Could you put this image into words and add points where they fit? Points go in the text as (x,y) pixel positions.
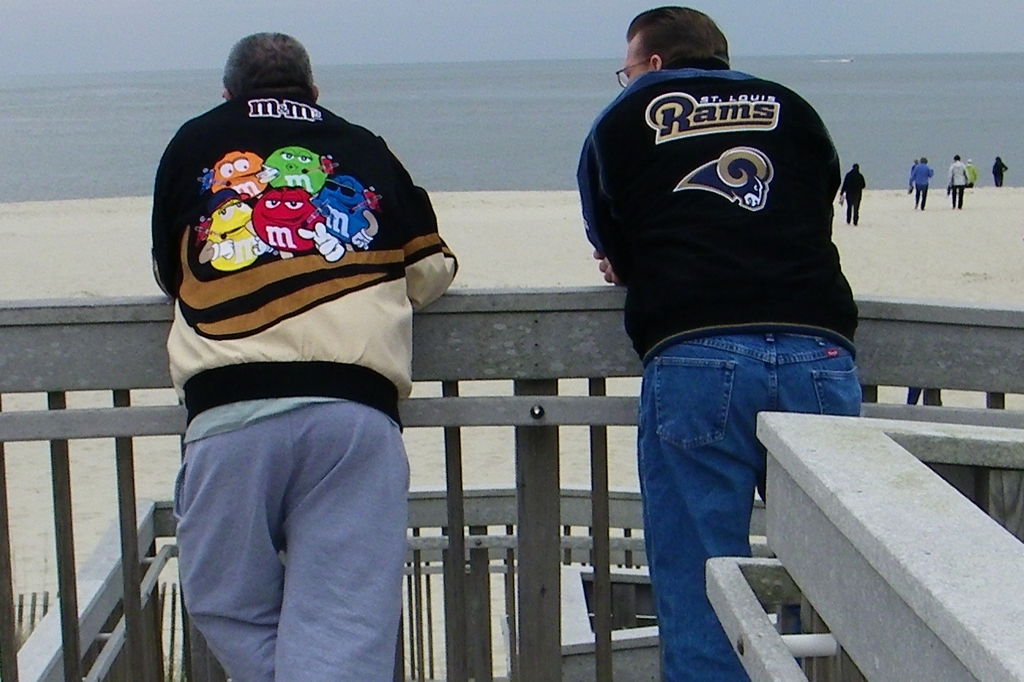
In this image we can see these two people (382,240) wearing black color jackets (348,351) are standing near the fence (485,357). In the background (580,123), we can see these people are walking on the sand (942,198), water (539,141) and the sky (395,45).
